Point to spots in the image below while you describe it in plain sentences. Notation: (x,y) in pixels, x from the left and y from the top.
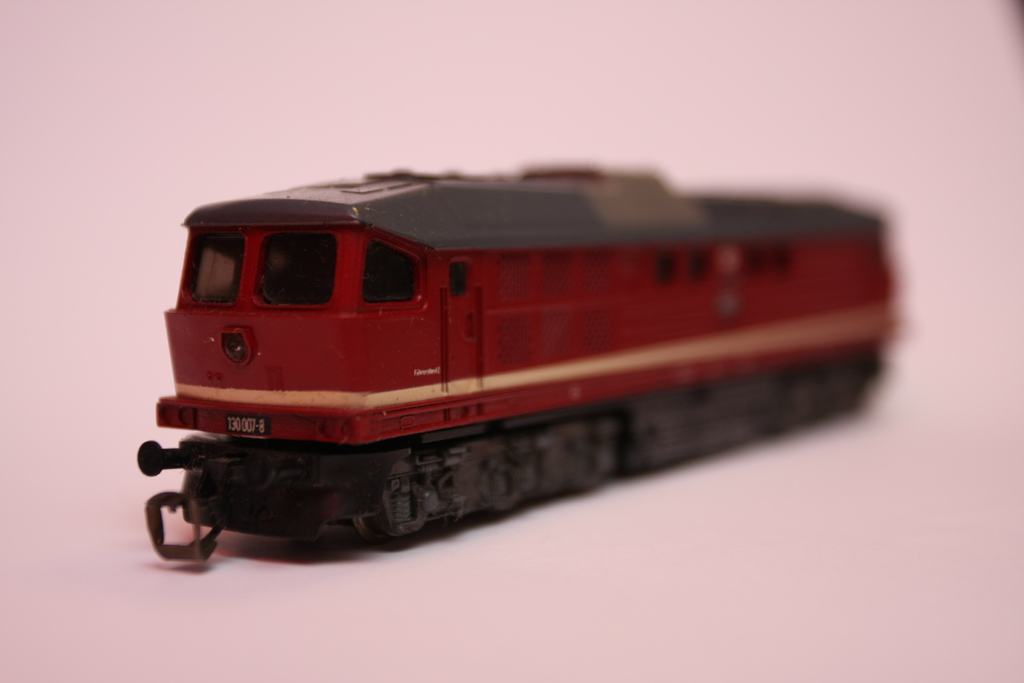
There is a toy train (373,307) on the surface (690,535).
